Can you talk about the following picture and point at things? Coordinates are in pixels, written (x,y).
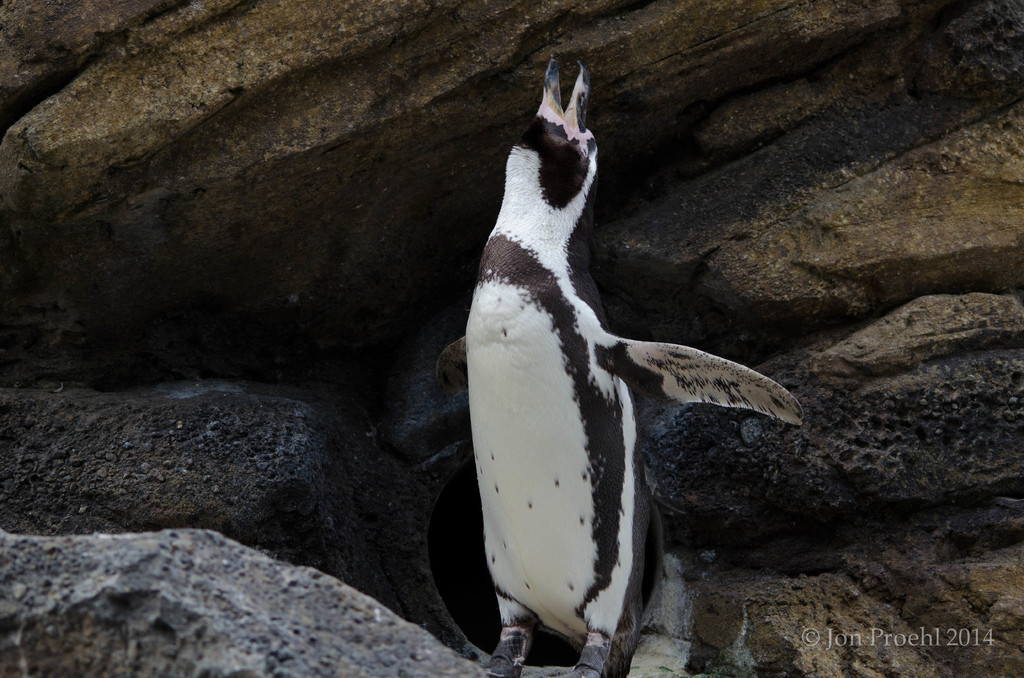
In the picture we can see a penguin (601,465) which is white and some part of black in color standing on the rock surface (677,676) and behind it we can see some rocks (345,347).
